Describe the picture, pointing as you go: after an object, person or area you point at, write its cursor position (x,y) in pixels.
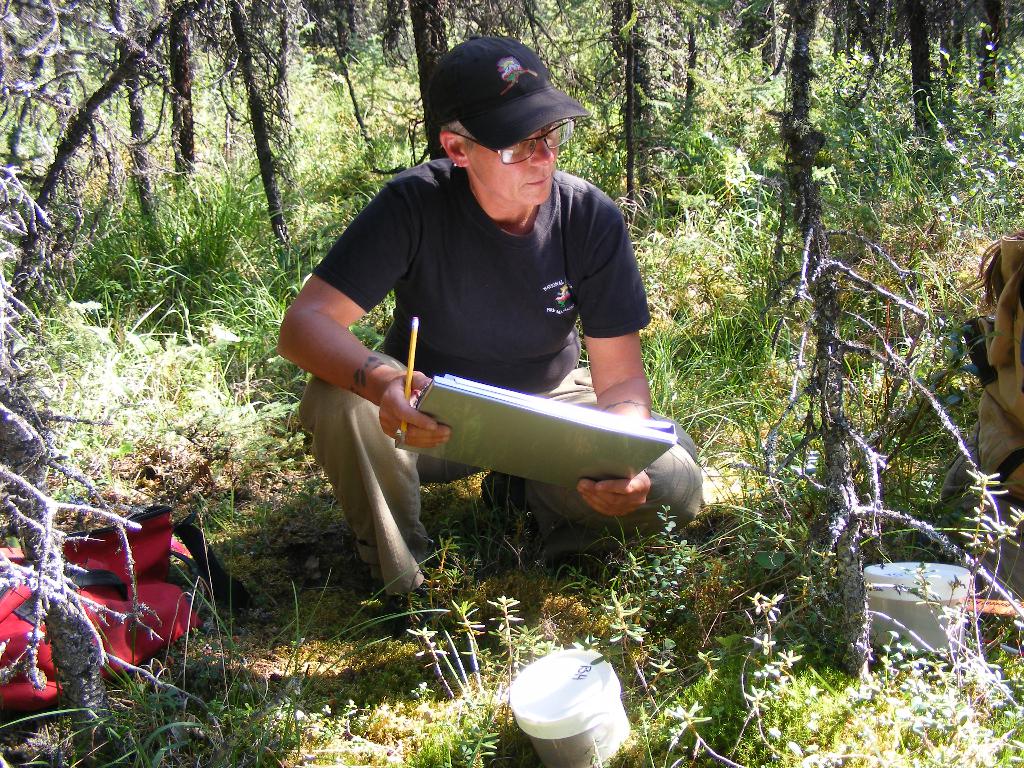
In the middle of the image (399,457) we can see a man (398,542) sitting on the grass (710,515) and holding stationery (452,407) in his hands (421,386). In the background (212,38) we can see trees (136,175), plants (149,354), grass (165,230), bag (201,555) and storage boxes (619,728).
